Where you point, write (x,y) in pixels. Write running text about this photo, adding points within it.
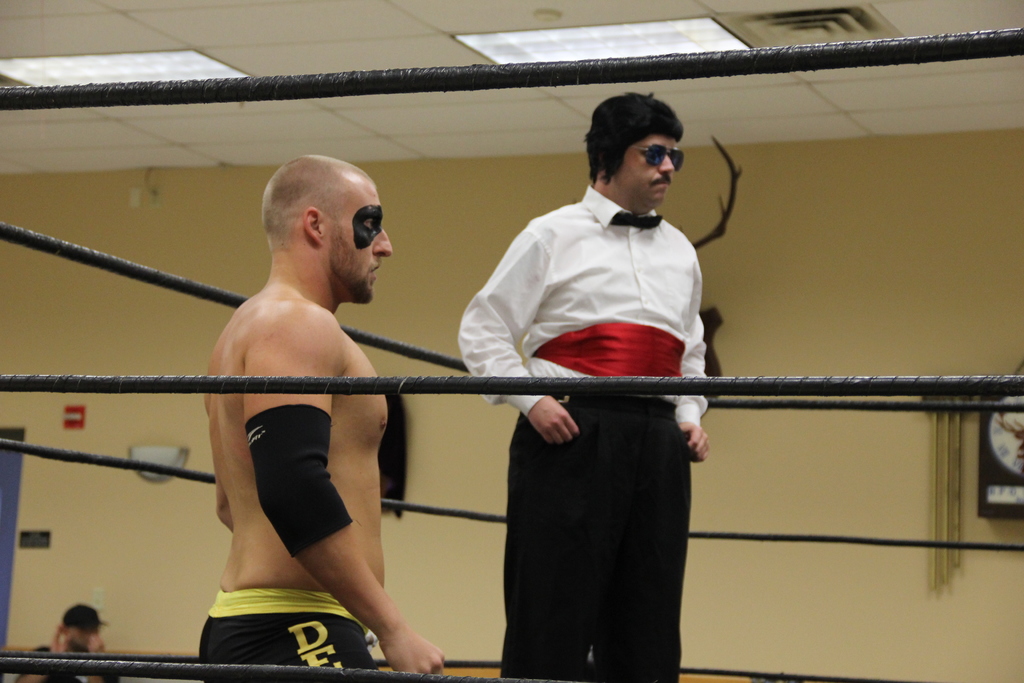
In this picture I can observe two members (342,449) standing in the boxing ring (114,92). In the background (167,371) I can observe a wall (451,304).
